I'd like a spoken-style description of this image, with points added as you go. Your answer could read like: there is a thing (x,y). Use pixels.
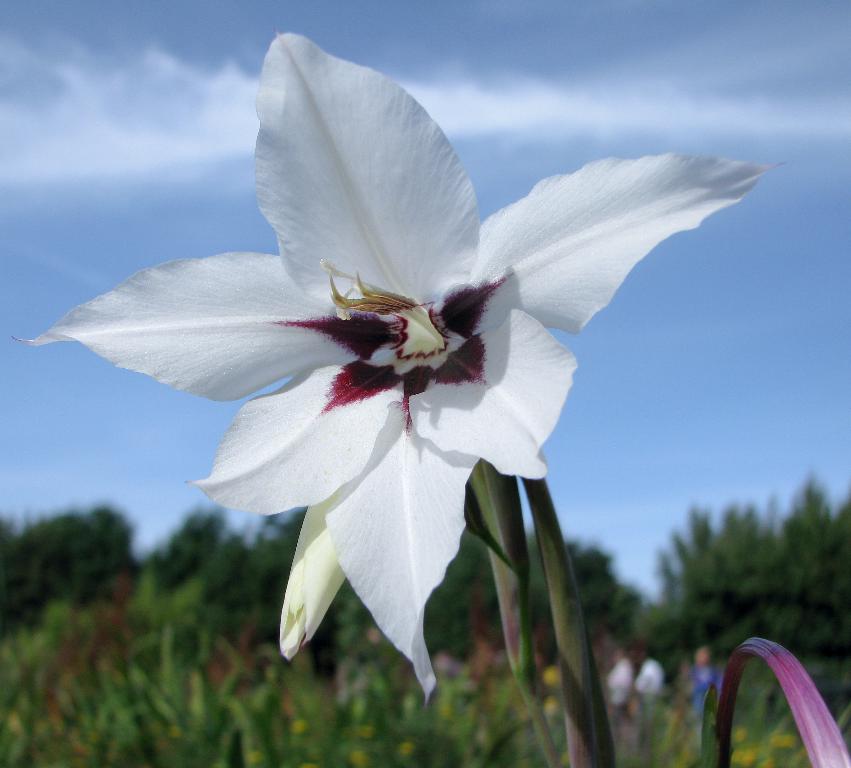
In the center of the image (362,409) we can see a white color flower (356,382) and also the stems (568,585). In the background (113,756) we can see the plants (556,713), trees (38,550) and also the people (630,683). We can also see the sky (606,310) with some clouds (545,124).
